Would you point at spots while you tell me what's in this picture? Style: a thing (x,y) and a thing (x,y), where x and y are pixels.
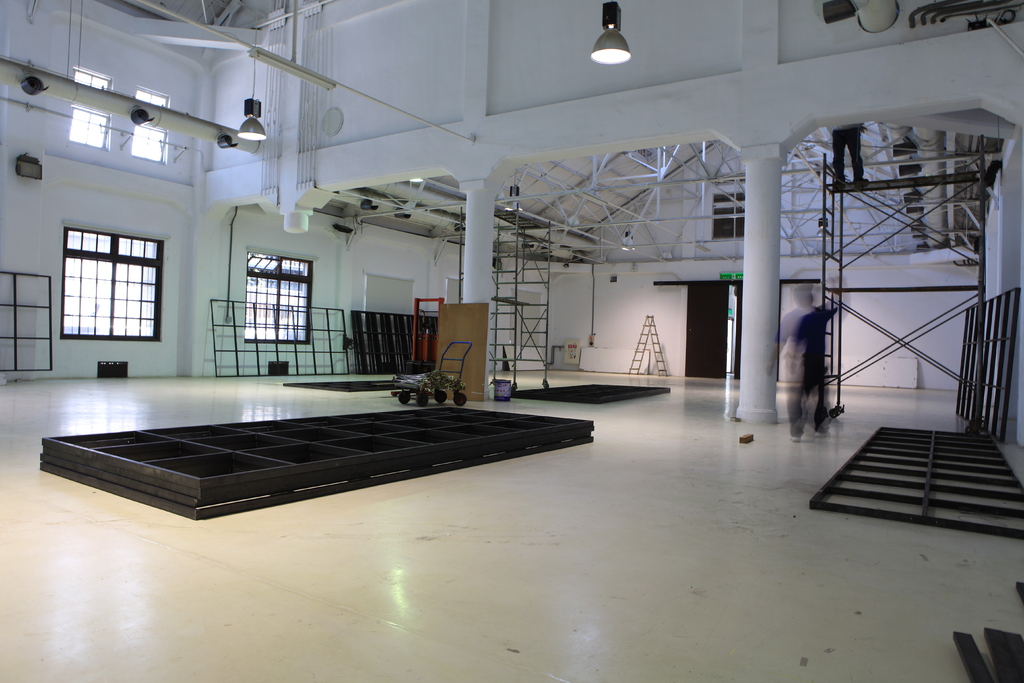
In the picture I can see few iron rods (973,469) and there is a person (807,388) standing and there is another person (857,173) standing in front of him on a iron stand (878,183) and there are few lights (607,30) attached to the roof (609,176) and there are few glass windows (101,265) in the background (266,285).
